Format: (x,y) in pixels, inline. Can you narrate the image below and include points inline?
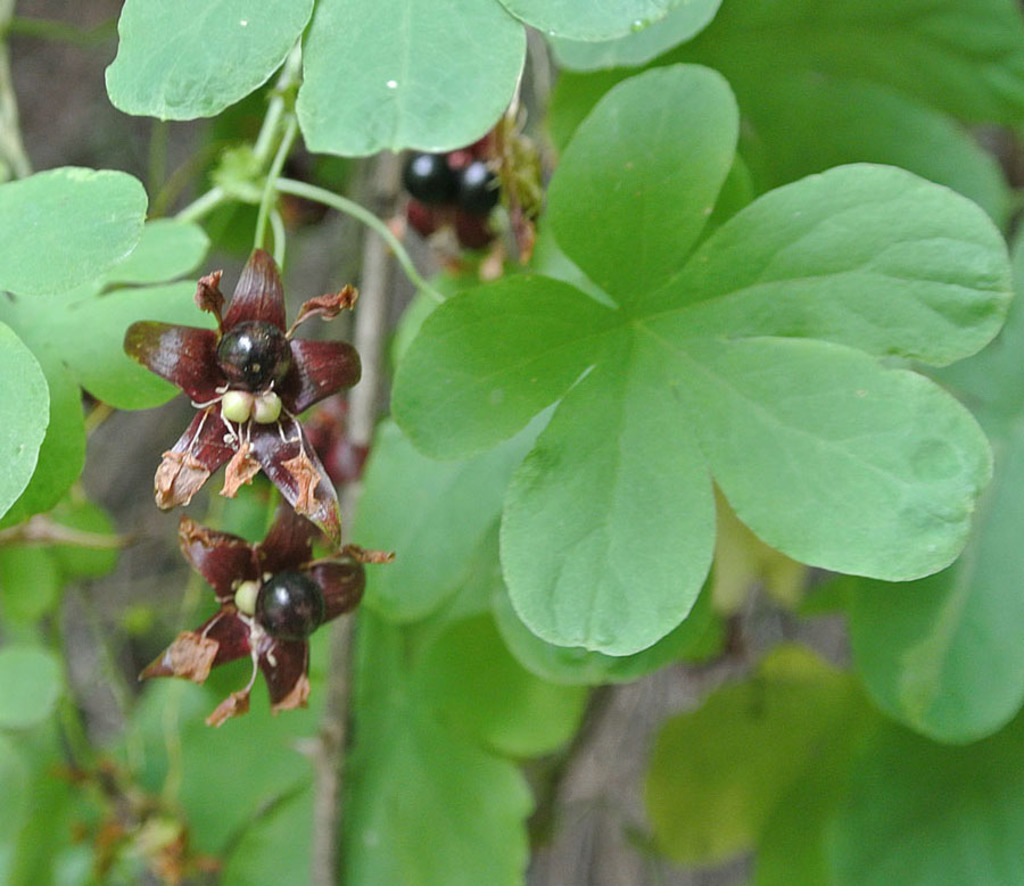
There is a plant (462,543) with leaves (585,598) and brown color flowers (218,403) and seed (260,399) in it.
